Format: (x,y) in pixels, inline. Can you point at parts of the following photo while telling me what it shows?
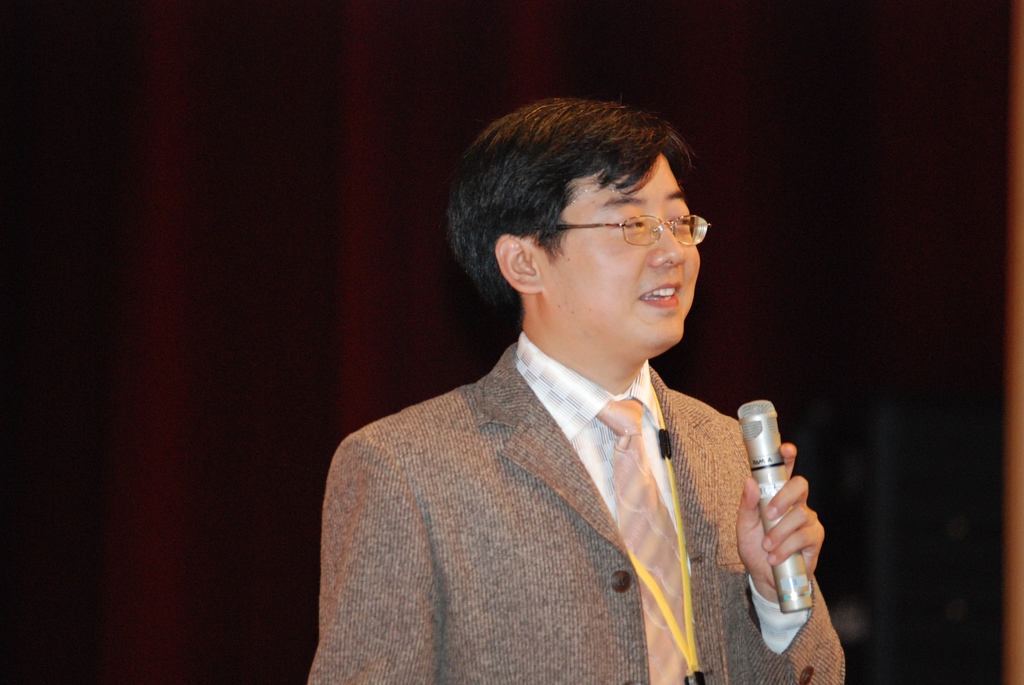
In this image I see a man (815,630) who is wearing a suit (674,393) and holding a mic (766,420).
